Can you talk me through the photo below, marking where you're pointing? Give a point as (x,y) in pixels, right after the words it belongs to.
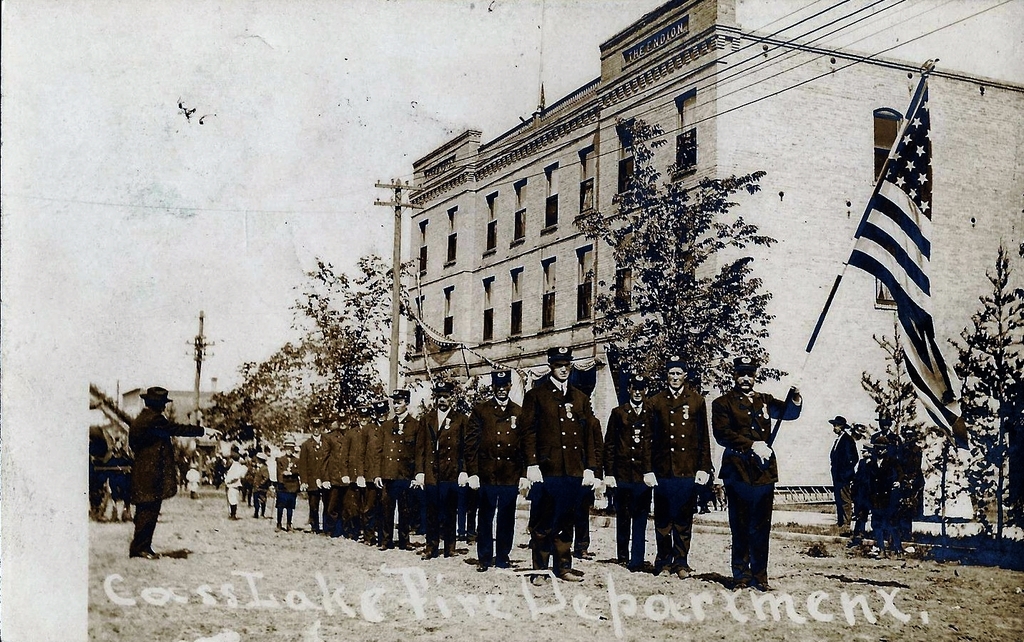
In this picture we can see some people (622,476) are standing, a man (726,494) in the front (779,427) is holding a flag (905,241), in the background (741,254) there are trees (691,256), poles (197,339) and a building (627,281), at the bottom (611,590) there is some text (616,600), it is a black and white image.
